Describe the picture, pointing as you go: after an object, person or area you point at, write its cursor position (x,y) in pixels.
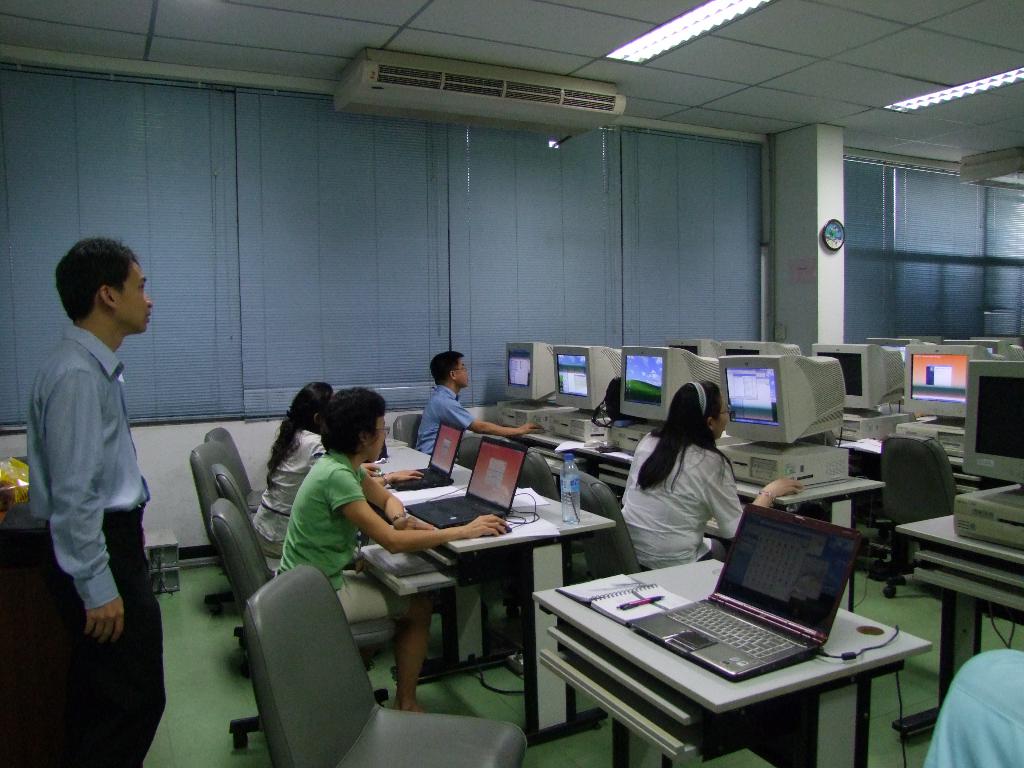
The image is inside the room (392,289). In the image there are group of people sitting on chair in front of a table (491,570), on table (474,539) we can see mouse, laptop (496,499), water bottle (578,482), computer (764,418). On left (89,501) there is a man (89,487) standing near the table (50,542) in background (136,396) there is a window (555,202) which is closed and roof (787,57) on top (802,66) with few lights (941,96).
